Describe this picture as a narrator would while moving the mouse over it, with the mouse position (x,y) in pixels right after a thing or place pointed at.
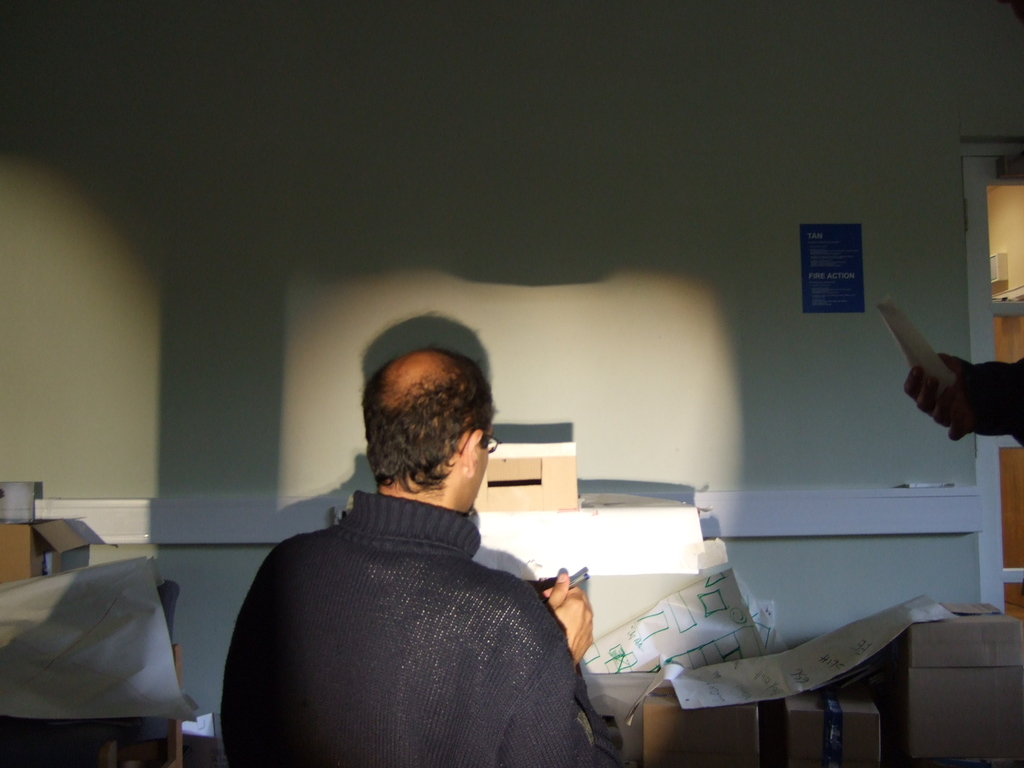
In this picture I can see a man (449,514) in front (526,624) and in the background (70,709) I can see number of boxes (927,642), few papers (707,639) and I can see the wall (742,397). On the right side of this picture (854,305) I can see a blue color thing (820,234) on the wall (876,341) and I can also see a hand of a person (936,411) and there is something in the hand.
